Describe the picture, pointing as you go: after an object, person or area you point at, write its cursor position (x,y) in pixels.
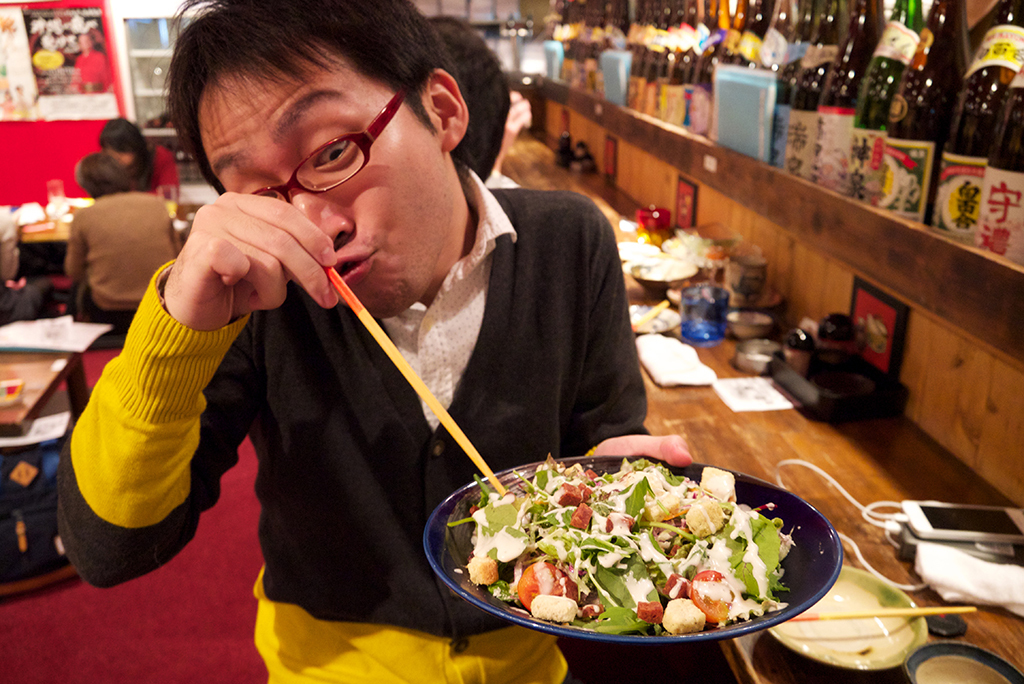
In this image I see a man (232,347) who is standing and holding a stick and plate (679,467) full of food (654,462) in his hands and I see the table (956,472) on which there are many things (1007,525) and I see the bottles (1008,47). In the background (90,178) I see few people (130,157) and the tables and the wall (9,149).
